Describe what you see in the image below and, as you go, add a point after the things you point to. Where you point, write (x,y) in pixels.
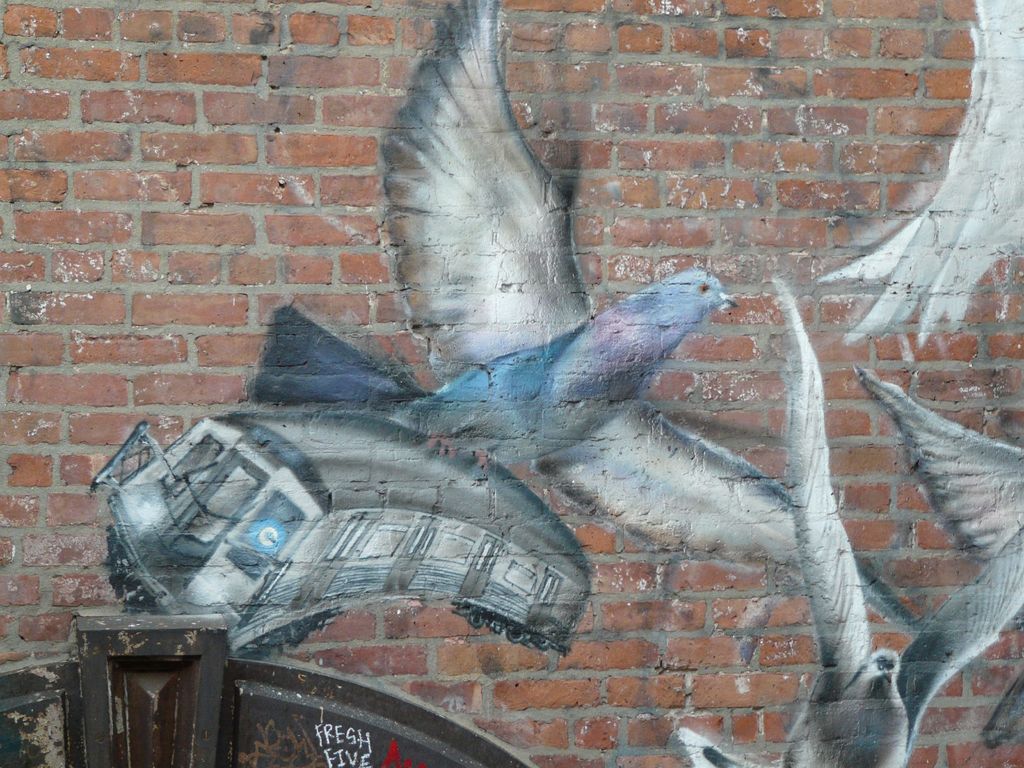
In this image there is a wall (600,557) with painting (494,572) of birds (1009,573) and train (232,638).
